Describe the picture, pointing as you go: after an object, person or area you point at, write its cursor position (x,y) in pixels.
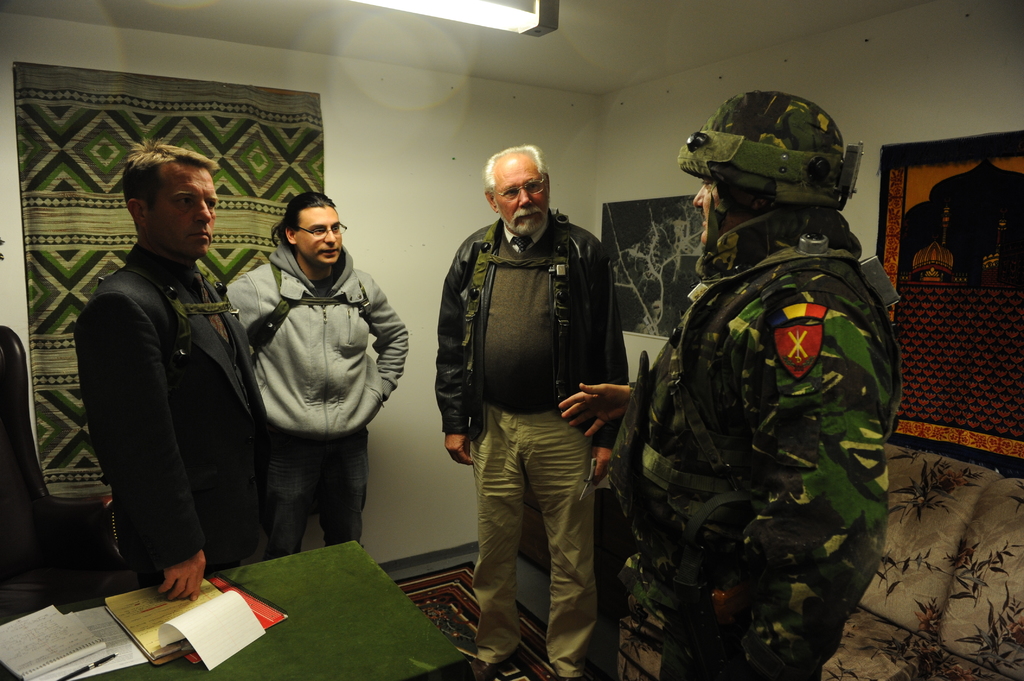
There are four persons (572,525) standing on the floor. This is table (354,600). On the table (332,641) there are books (214,616) and a pen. This is a sofa (887,660) and there is a cloth (238,119). In the background (464,201) we can see frames (646,309), light (441,2), and wall (437,483).
